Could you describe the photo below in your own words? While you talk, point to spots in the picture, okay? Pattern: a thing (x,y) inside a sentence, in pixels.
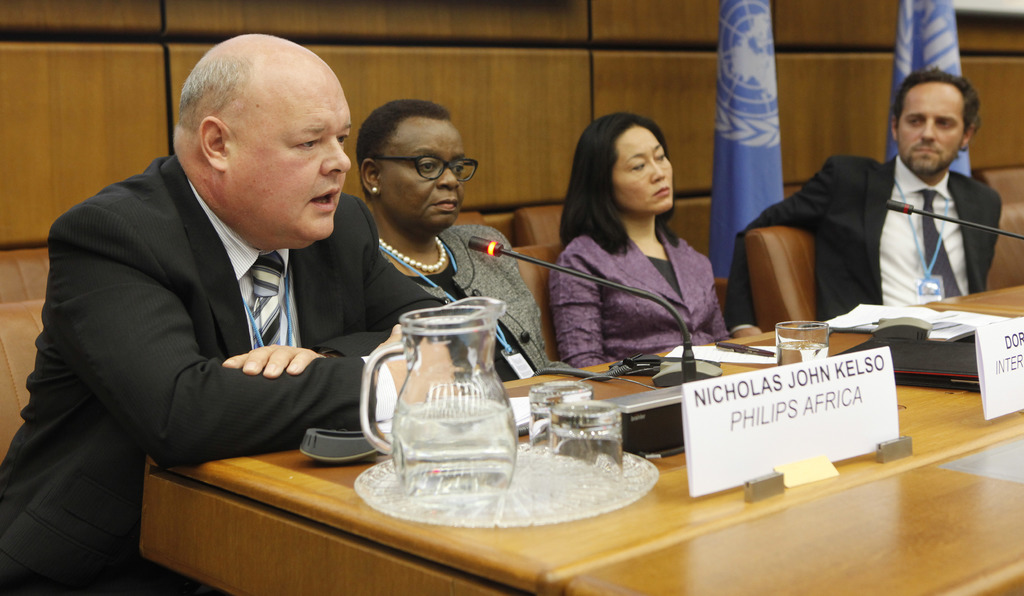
In this image we can see there are people (958,77) sitting on the chair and in the foreground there is a mug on the table (307,530).
